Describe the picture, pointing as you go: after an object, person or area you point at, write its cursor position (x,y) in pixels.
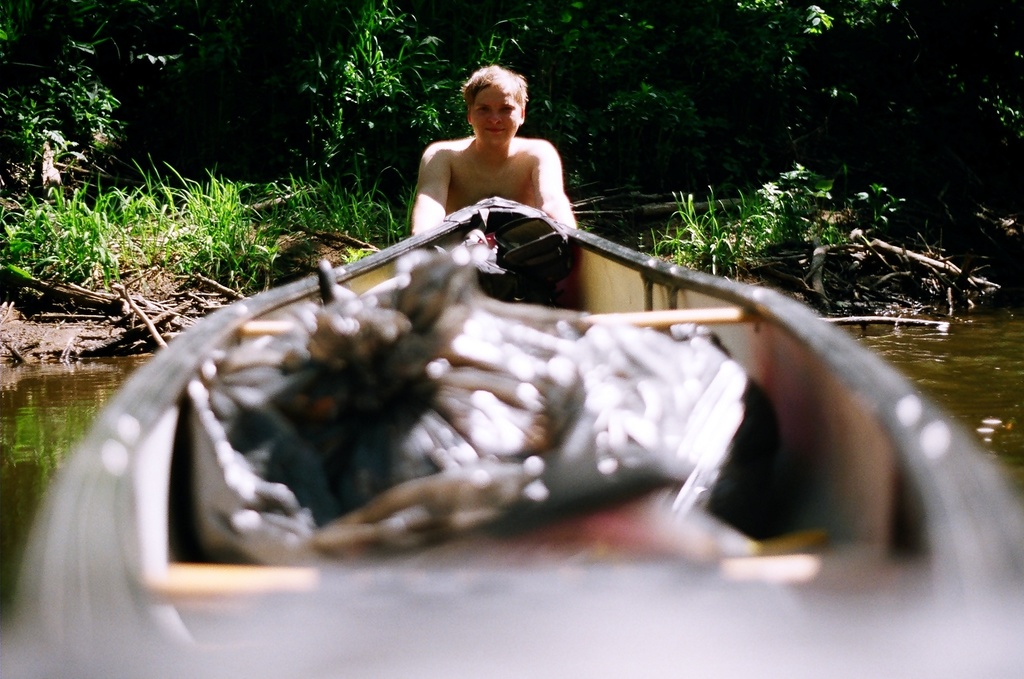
In the foreground (489,405), I can see a boat (703,309) and a person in the water (1019,363). In the background (239,246), I can see grass (227,266), plants (403,204) and trees (719,171). This image taken, maybe near the lake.
